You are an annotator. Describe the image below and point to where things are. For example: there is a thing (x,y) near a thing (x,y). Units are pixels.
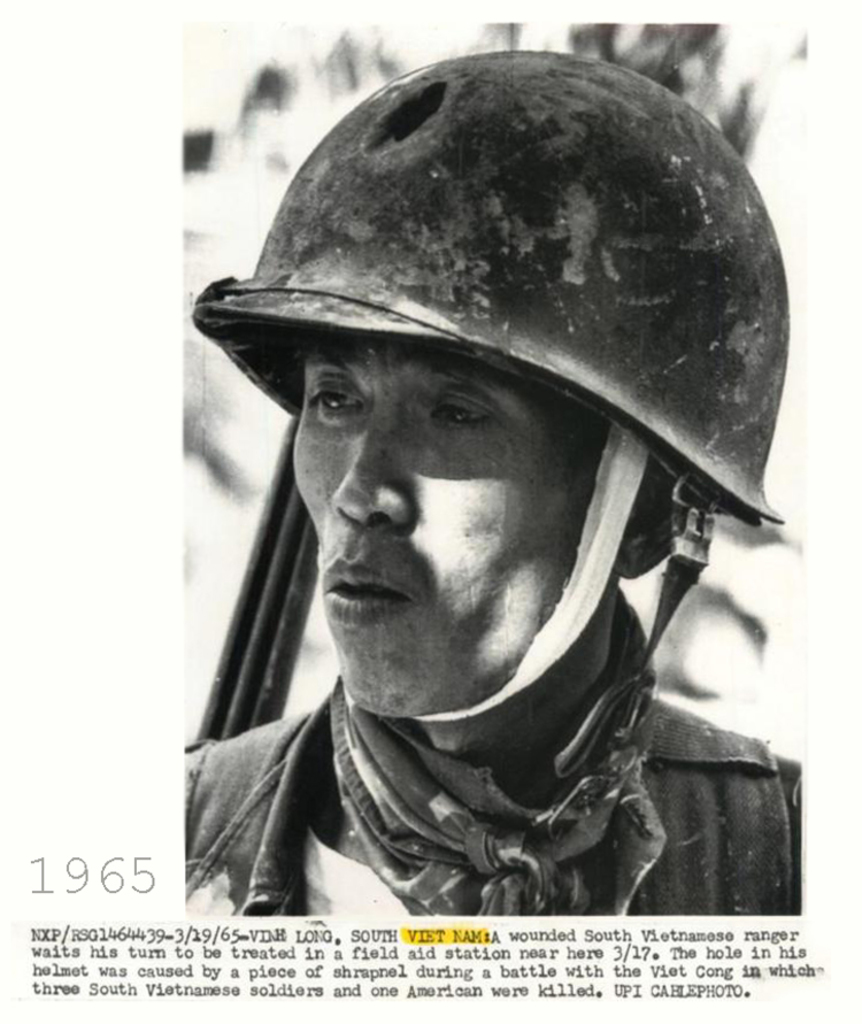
In this image I can see a picture of a man (608,854), I can see he is wearing a helmet (562,382) and around his neck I can see a cloth (483,802). On the bottom side of this image (68,992) I can see something is written.
